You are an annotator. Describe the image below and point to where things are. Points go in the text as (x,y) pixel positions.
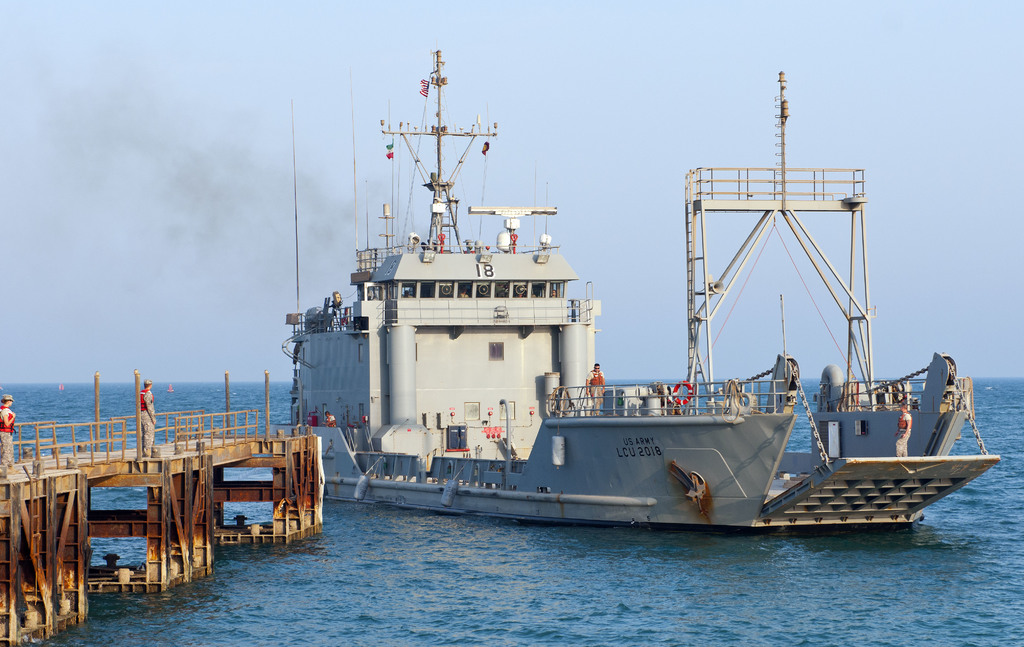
There is a ship (841,424) on the water (577,533). Here we can see a bridge (195,522) and few persons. In the background (537,149) there is sky (561,229).
